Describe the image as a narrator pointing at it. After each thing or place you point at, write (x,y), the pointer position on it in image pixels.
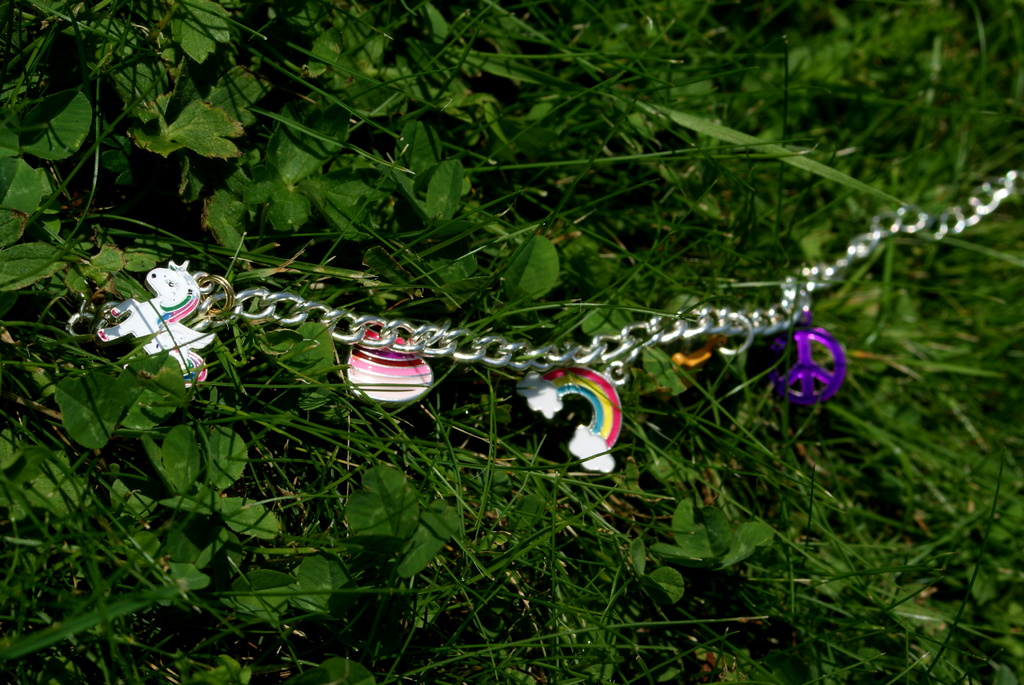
In this image there is a metal chain (807,306) having pendants (178,357). Background (826,443) there are plants (185,503) and grass (866,170).
